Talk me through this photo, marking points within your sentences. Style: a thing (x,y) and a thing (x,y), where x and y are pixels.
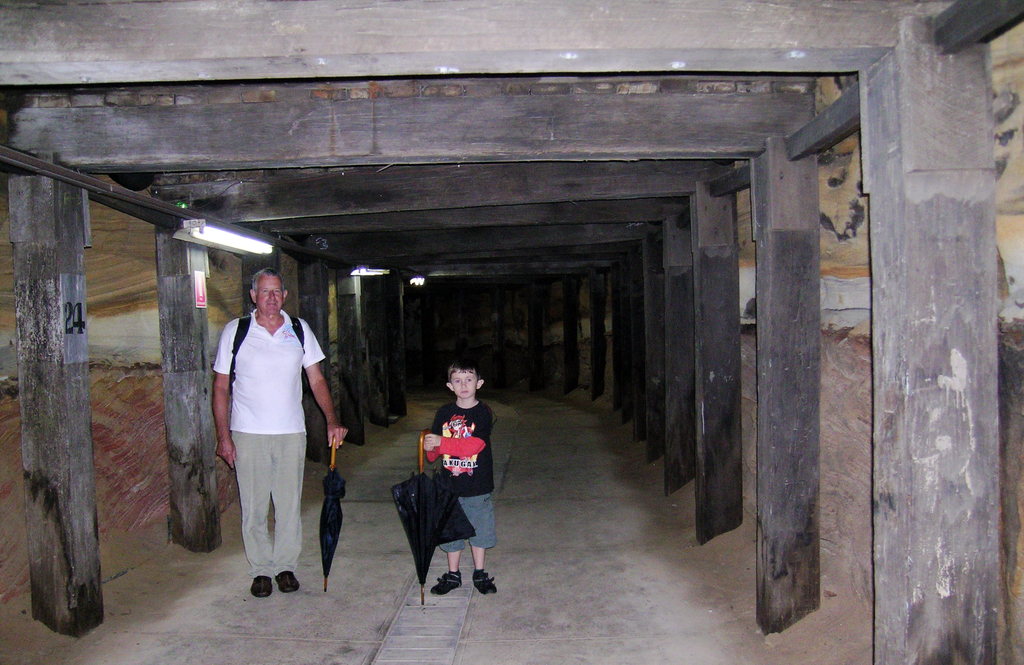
In this image we can see a person (299,417) who is standing and holding an umbrella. And besides him a boy (469,476) standing with the umbrella (442,502) in his hands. And both wear shoes (440,582). And on the background (832,214) there is a wall (854,271). and this is the light (225,237). Here we can see this floor (201,641).
